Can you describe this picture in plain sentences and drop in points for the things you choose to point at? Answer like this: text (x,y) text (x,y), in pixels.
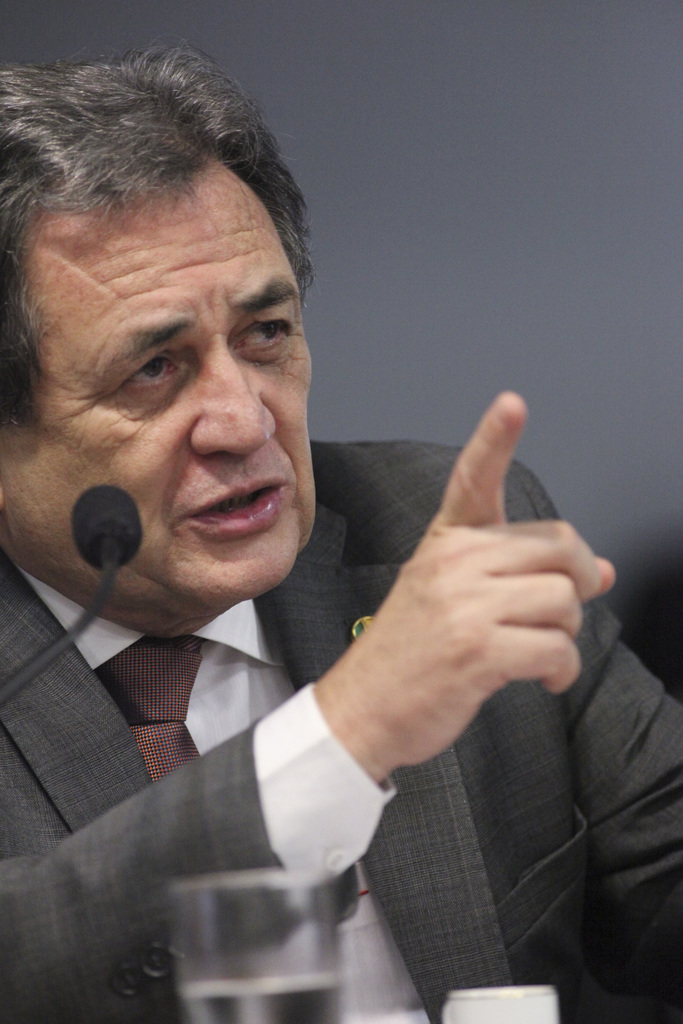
In this image we can see one man (203,436) in a suit (516,882) sitting near the microphone (110,566) and talking. There is one small badge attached to the man suit (642,690), one black object (641,578) on the right side of the image (672,609), there is a grey wall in the background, the background is blurred, one glass (237,929) with water (280,1011) and one white cup (472,1021) on the bottom of the image (512,1021).
